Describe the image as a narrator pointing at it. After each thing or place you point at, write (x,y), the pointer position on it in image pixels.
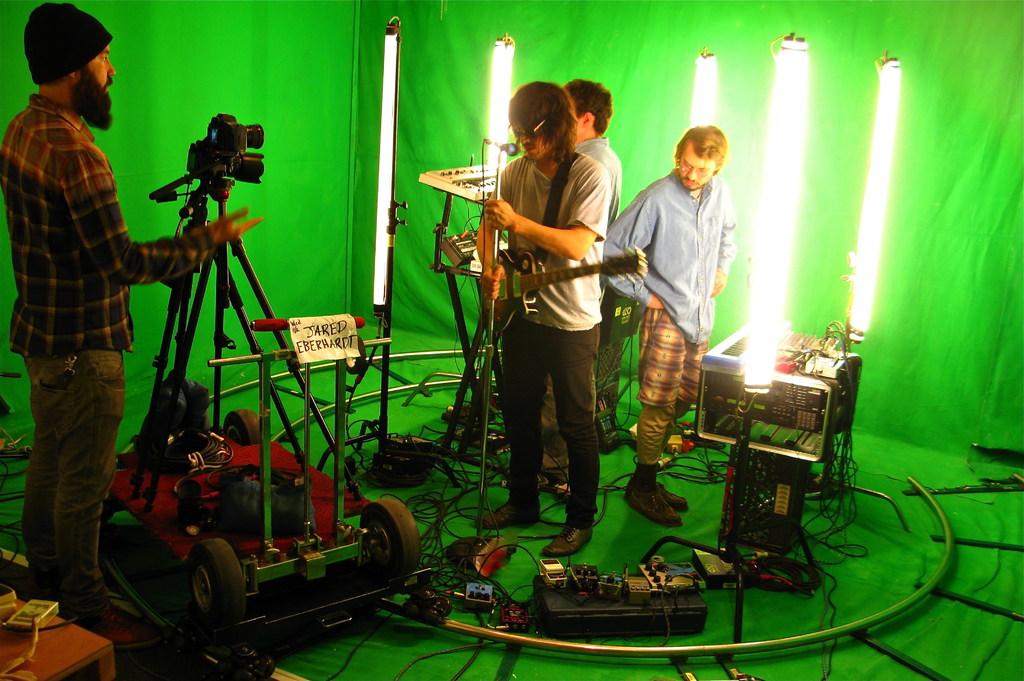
In this image we can see few people (537,235), a person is standing near the camera (244,157), a person (488,225) is holding a mic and wearing a guitar (573,277), a person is standing near a musical instrument (461,195), there are few wires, lights (785,151) attached to the stand (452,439) and few other objects (83,649).
